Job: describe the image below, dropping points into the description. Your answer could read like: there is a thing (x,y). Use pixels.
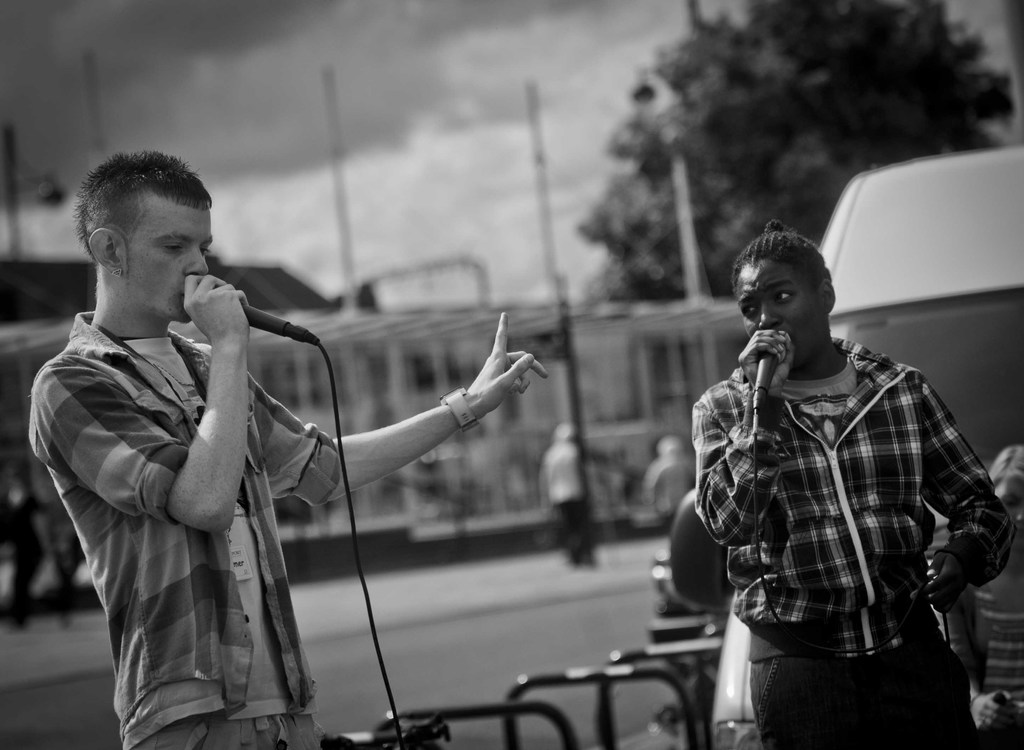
Black and white picture. Front these two people (209,274) are holding mics (769,367) near their mouths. Background (597,463) it is blur. We can see people (566,471), sky (355,146) and tree (786,85). Here we can see vehicle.
